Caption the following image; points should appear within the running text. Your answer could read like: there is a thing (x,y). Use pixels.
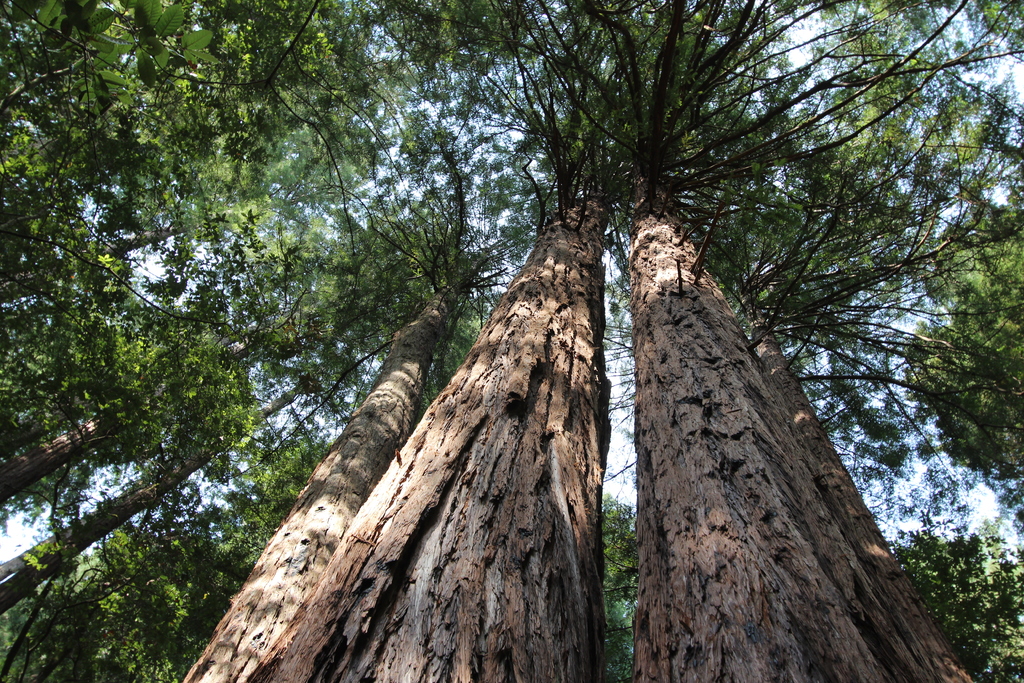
In this picture I can see trees (527,321), and in the background (962,35) there is the sky (962,35).
